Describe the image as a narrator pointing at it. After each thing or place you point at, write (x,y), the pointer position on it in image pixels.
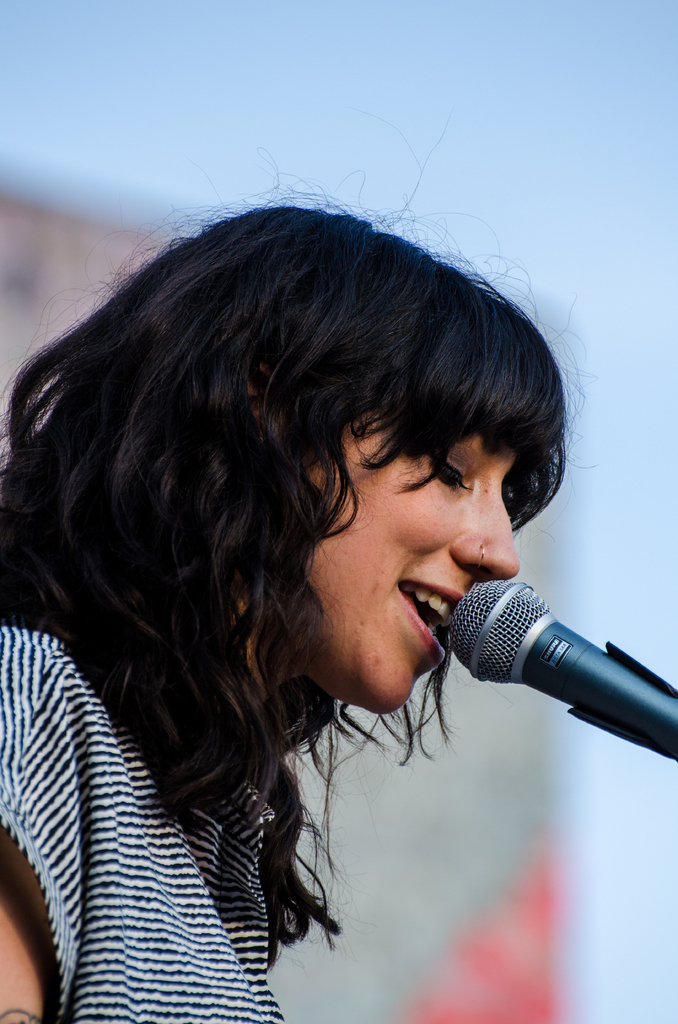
In this picture there is a woman (289,590) who is wearing a shirt (74,1001). She is singing on the mic (630,709). On the top (577,117) there is a sky (591,152). On the back (458,890) we can see a banner (411,887).
